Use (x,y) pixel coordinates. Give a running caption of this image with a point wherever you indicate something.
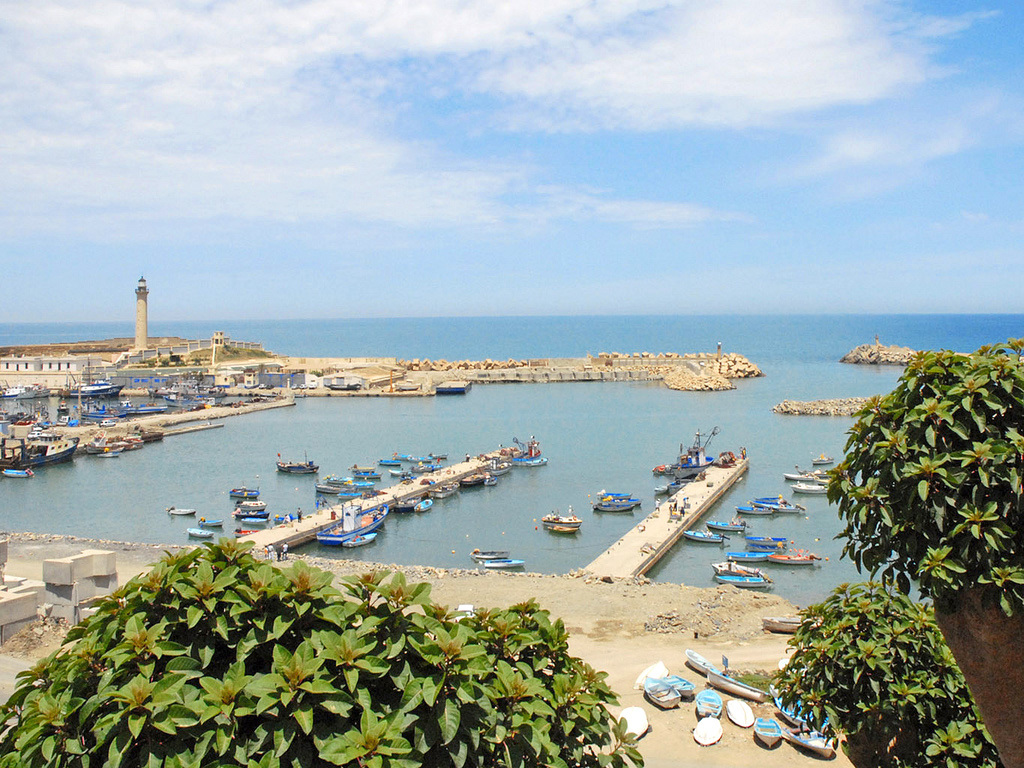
In this image at the bottom (383,729) we can see trees (397,743) and boats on the ground (317,558). In the background (339,538) we can see boats (367,527) on the water (449,557), few persons (280,557) and objects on the platforms (439,479), buildings (36,360), tower (147,337), boats (138,435) on the water (18,341), water (125,328) and clouds (560,130) in the sky (351,51).
